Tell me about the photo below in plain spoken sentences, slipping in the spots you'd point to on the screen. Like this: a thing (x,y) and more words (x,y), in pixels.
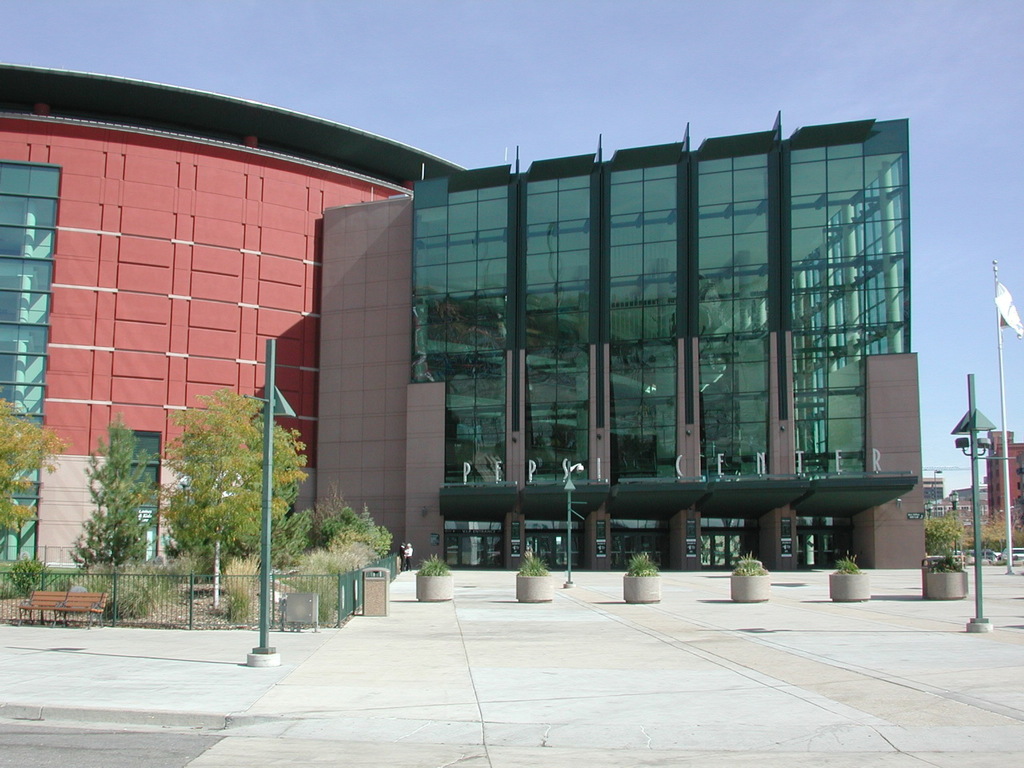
On the left side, there is a pole (268,648) on the road (645,659). On the right side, there is another pole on the road (953,638). In the background (962,581), there are potted plants (953,557) arranged, there is a fence (166,590), beside this fence (192,582), there is a bench (91,593) and there are plants (237,521) on the ground (54,579), there are buildings (499,479) which are having glass windows (874,328), there is a flag (1006,304) attached to a pole (1004,382) and there is blue sky (507,18).
